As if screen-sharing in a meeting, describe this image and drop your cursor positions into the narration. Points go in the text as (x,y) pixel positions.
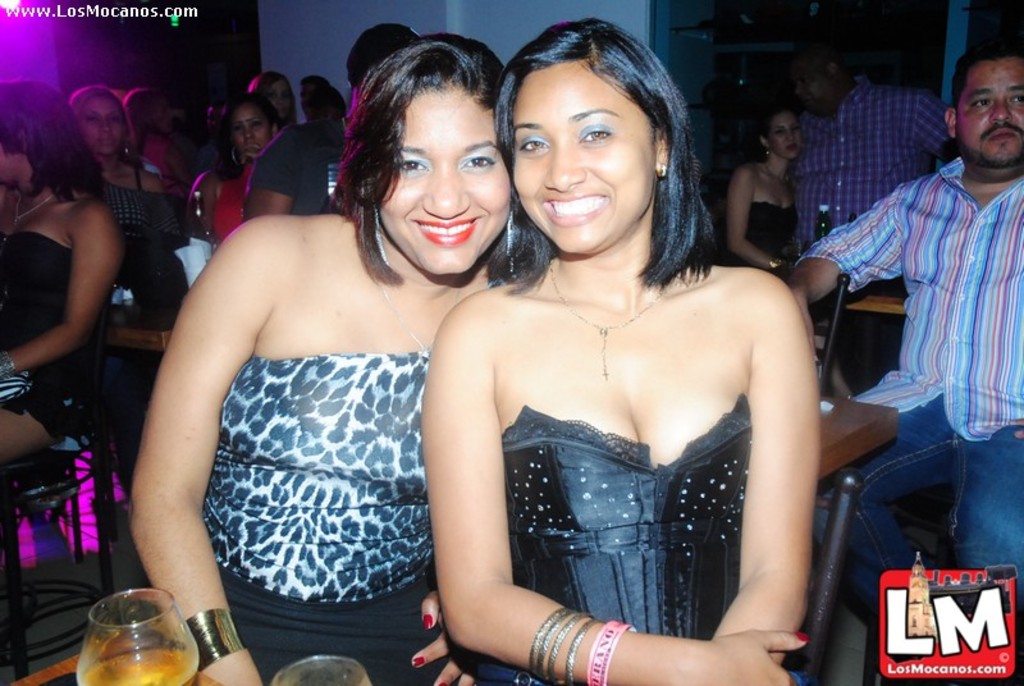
This picture is clicked inside. In the foreground (592,352) we can see the two woman (562,240) smiling and sitting on the chairs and there are some glasses (145,652) placed on the top of the table (48,672). In the background (923,151) we can see the group of people (51,389) sitting on the chairs (96,361) and we can see the tables (124,326), wall (439,1) and the lights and we can see the text (945,615) on the image.
